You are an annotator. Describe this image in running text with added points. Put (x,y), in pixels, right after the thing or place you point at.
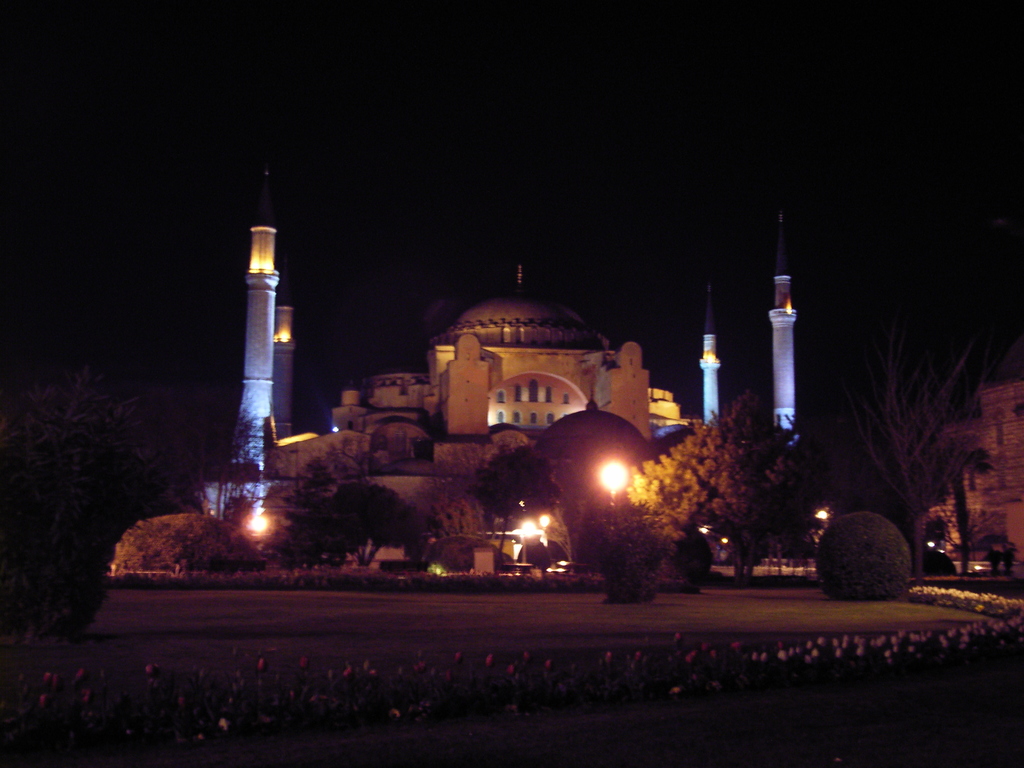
At the bottom of the image (26,715) there are some plants (1003,621) and flowers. In the middle of the image (674,436) there are some trees (23,495) and poles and building (420,395).
